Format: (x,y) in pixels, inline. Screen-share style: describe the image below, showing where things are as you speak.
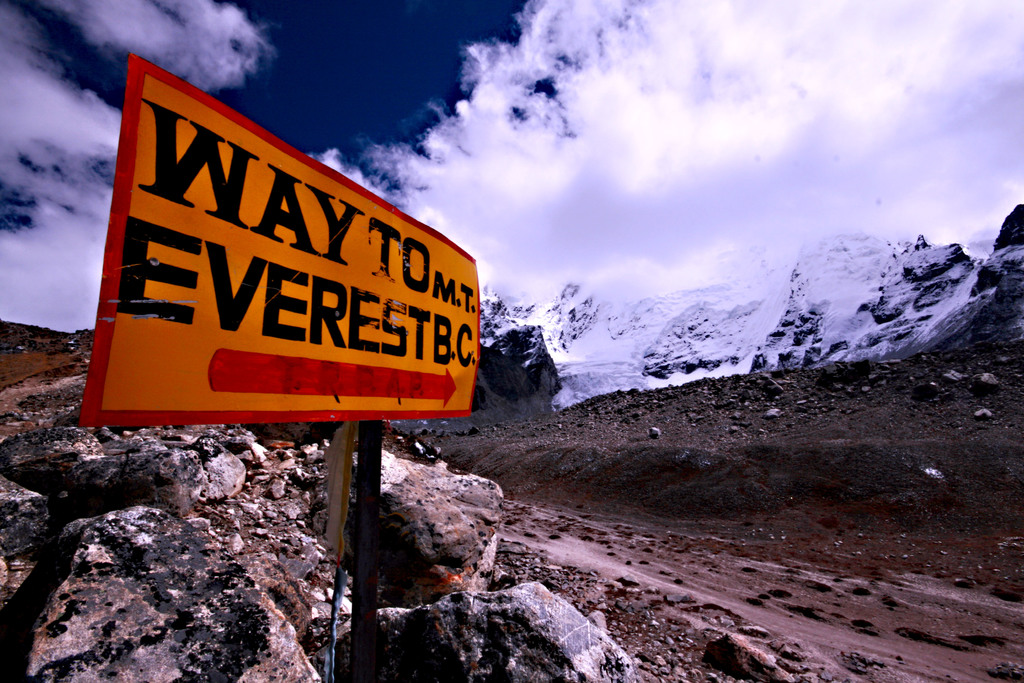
In this image we can see board (345,338) with some text (369,314). In the background of the image (484,327) there are mountains (599,369) with snow (545,317). At the top of the image (360,78) there is sky (346,74) and clouds (718,139). At the bottom of the image (740,672) there are stones (580,653).
